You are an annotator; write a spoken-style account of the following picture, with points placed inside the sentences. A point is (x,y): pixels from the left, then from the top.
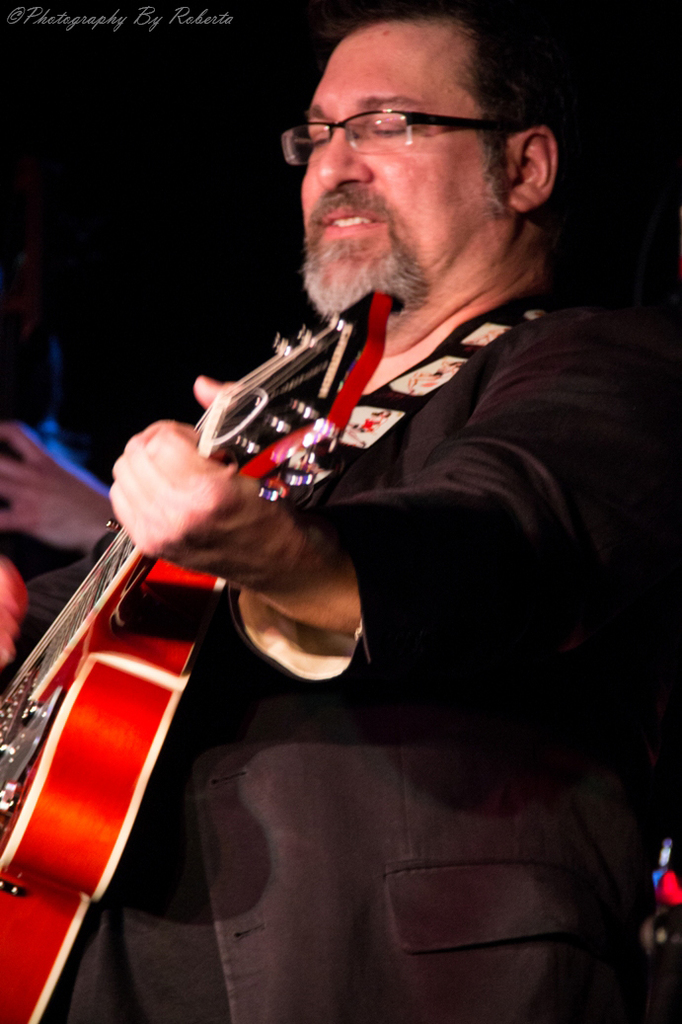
In a picture there is one man (248,626) playing a guitar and wearing a black suit (557,677).
